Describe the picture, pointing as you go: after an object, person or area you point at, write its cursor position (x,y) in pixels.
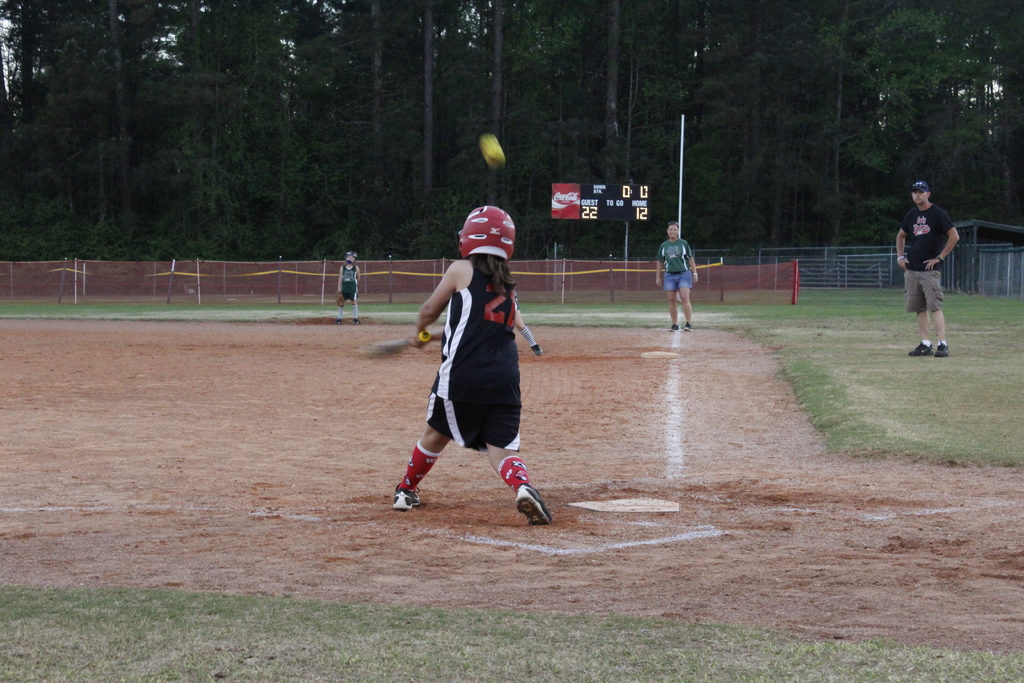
This picture is clicked outside. In the center (474,418) there is a person (465,319) wearing t-shirt (472,334), holding some object (426,338) and seems to be swinging and we can see the group of persons (673,260) wearing t-shirts (673,260) and standing on the ground (885,384). In the background (644,46) we can see the trees (671,117), pole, red color net (633,264), board (612,204) and the green grass (907,350) and metal rods (848,262).
